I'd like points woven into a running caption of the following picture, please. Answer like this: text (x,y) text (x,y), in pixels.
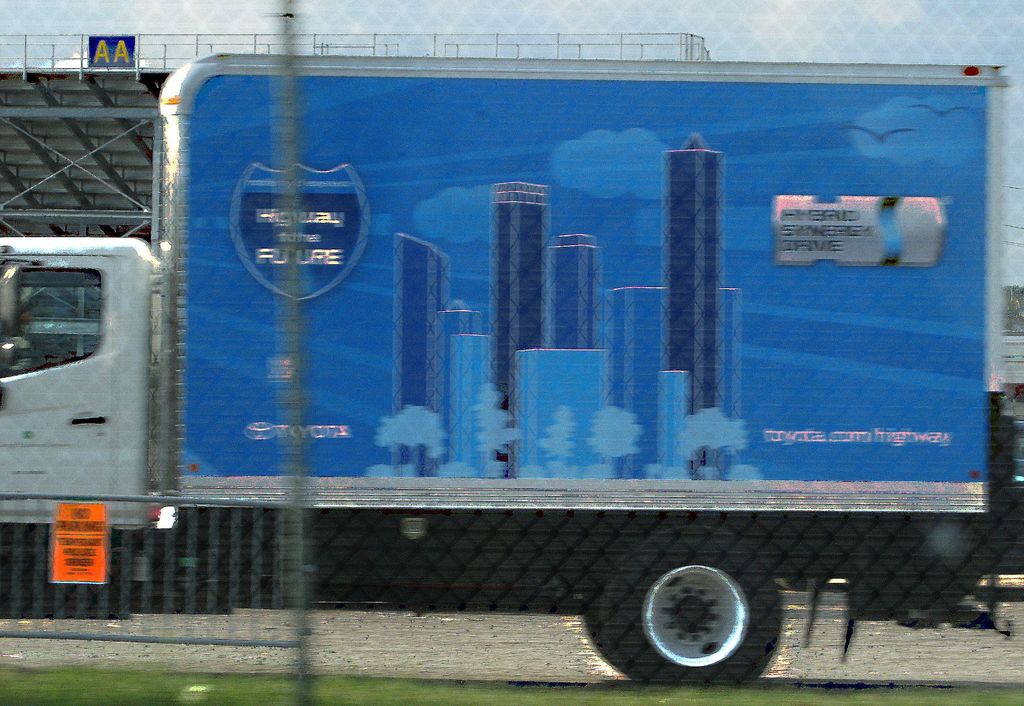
In this picture we can see some grass (168,697) on the ground (190,697). We can see some text (88,570) on the boards (97,519). There is a vehicle (415,582), some fencing (37,542) and other objects (1023,354).
